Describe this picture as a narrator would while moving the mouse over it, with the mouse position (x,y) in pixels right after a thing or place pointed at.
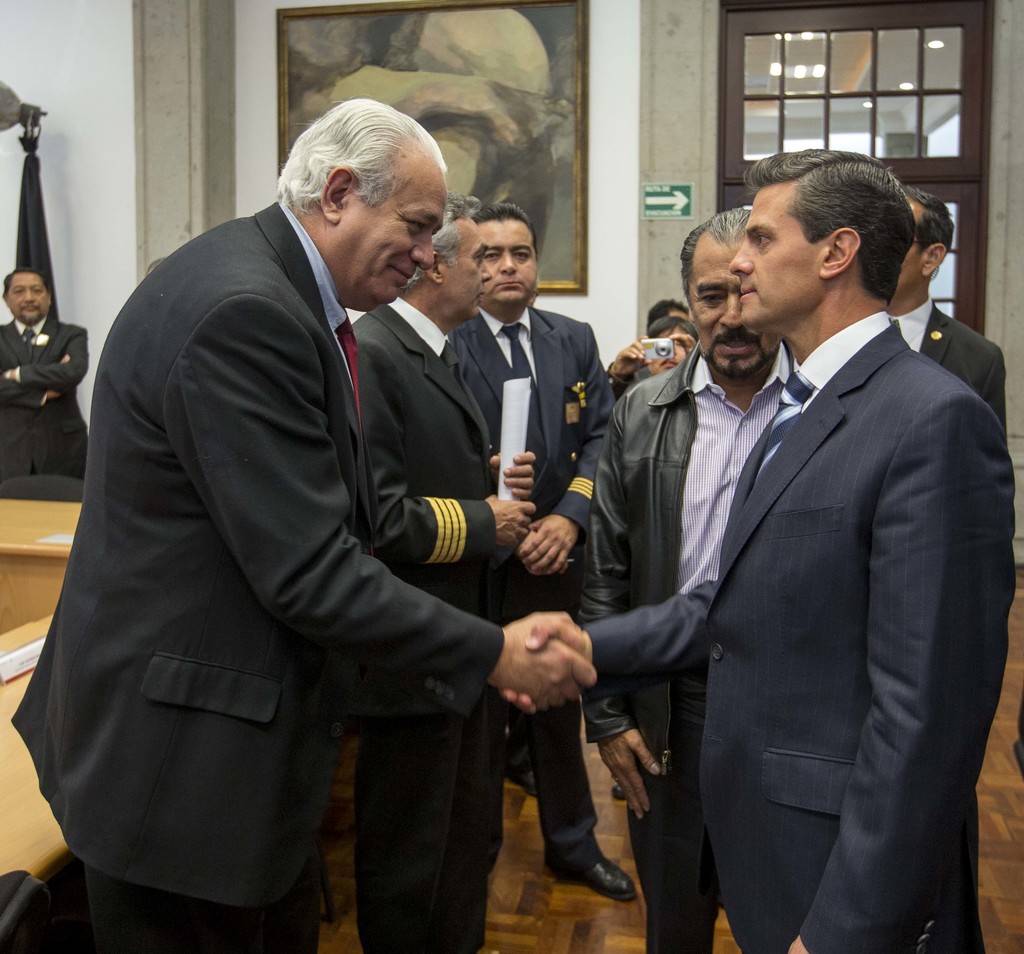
In the foreground of this image (290,632), there are two men (580,657) shaking hands (560,658). In the background (678,378), there are people (572,366) standing on the floor (513,830), a man (670,366) holding a camera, a frame (536,125) to the wall (617,69) and it seems like a door (878,96) on the right (856,96).
